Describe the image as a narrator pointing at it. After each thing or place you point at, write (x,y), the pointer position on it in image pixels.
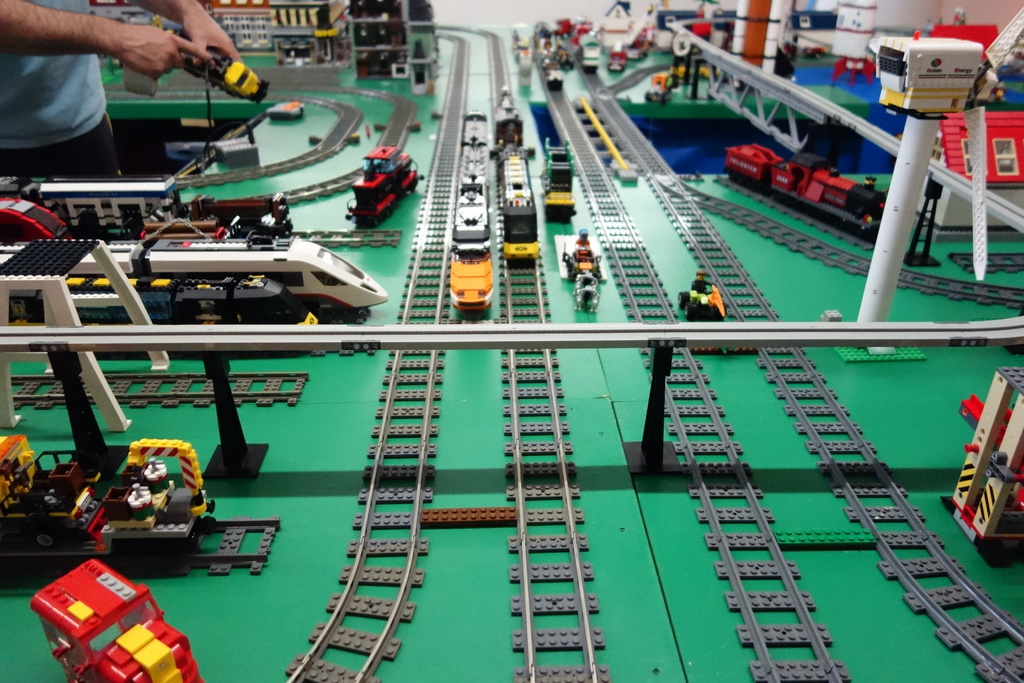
In this image I can see a few toy railway tracks (446,207), few toy trains (472,193) on the tracks (705,208), a bridge (933,204), a windmill (894,283) and few other toy vehicles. I can see a person (60,94) is standing and holding a yellow and black colored toy (215,71) in his hand (166,44). In the background (752,20) I can see few toy houses (605,38), toy rockets (864,38) and a toy house (300,25).
